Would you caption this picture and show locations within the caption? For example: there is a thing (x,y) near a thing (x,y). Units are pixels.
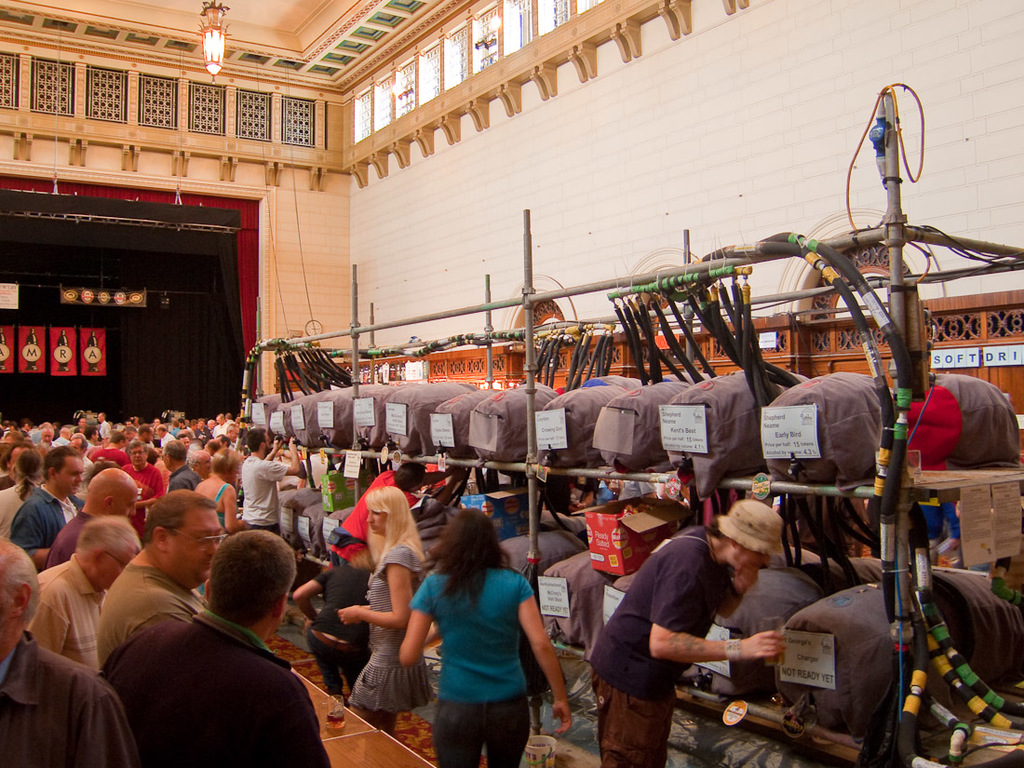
In this image there are so many people (141,512) standing, in front of them there are few objects (720,462) arranged in a rack (567,416), behind them there is a wall (726,166). At the top (166,38) there is a ceiling (197,42).
